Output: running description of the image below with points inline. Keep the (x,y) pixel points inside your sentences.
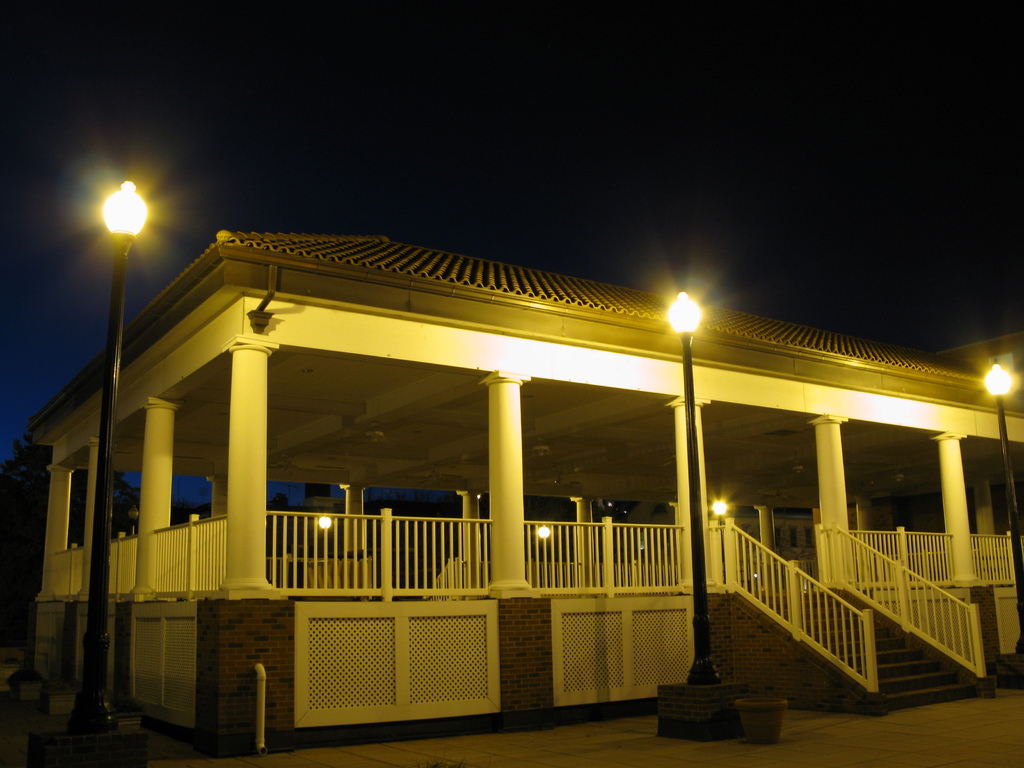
In this image, we can see a house (527,415). We can see the ground (669,743) with an object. We can see some stairs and the railing (829,561). There are a few poles (81,691) with lights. We can see a tree (30,452) and the sky (756,209).
